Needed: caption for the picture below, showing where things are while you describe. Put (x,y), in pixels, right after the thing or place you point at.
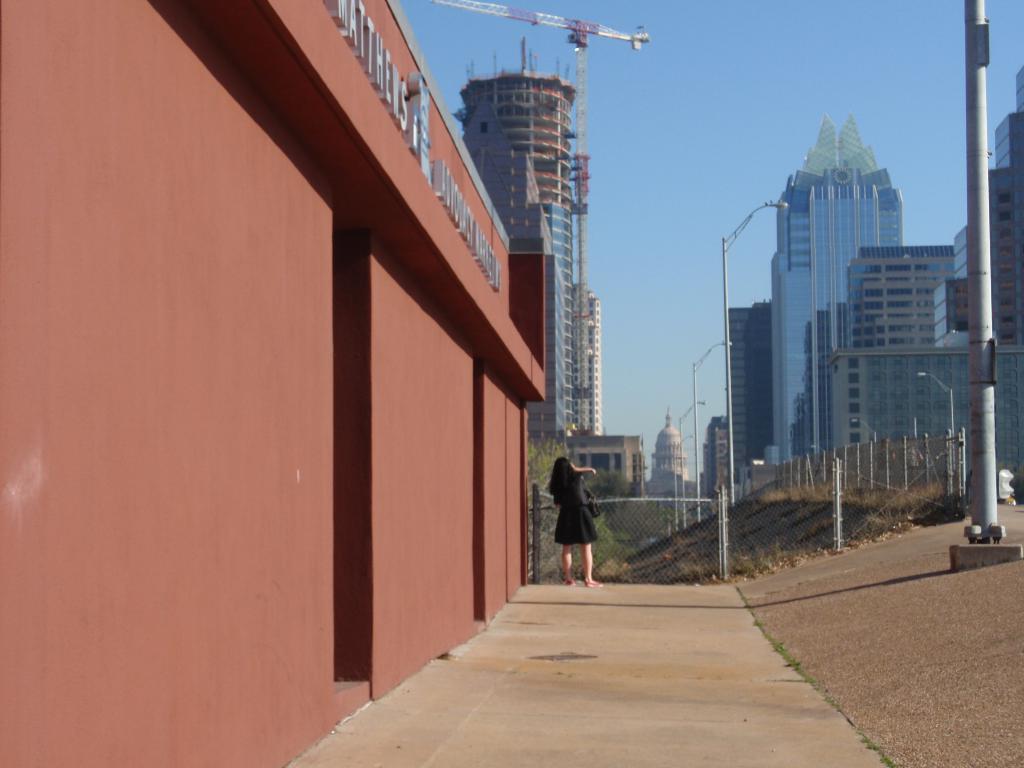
In this image I can see the building (282,375) which is in brown color. In-front of the building (339,513) I can see the person (563,525) with black color dress (578,537). To the side of person (565,544) I can see the railing (717,513) and many poles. In the background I can see the tree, crane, few more buildings (564,416) and the sky (595,106).
